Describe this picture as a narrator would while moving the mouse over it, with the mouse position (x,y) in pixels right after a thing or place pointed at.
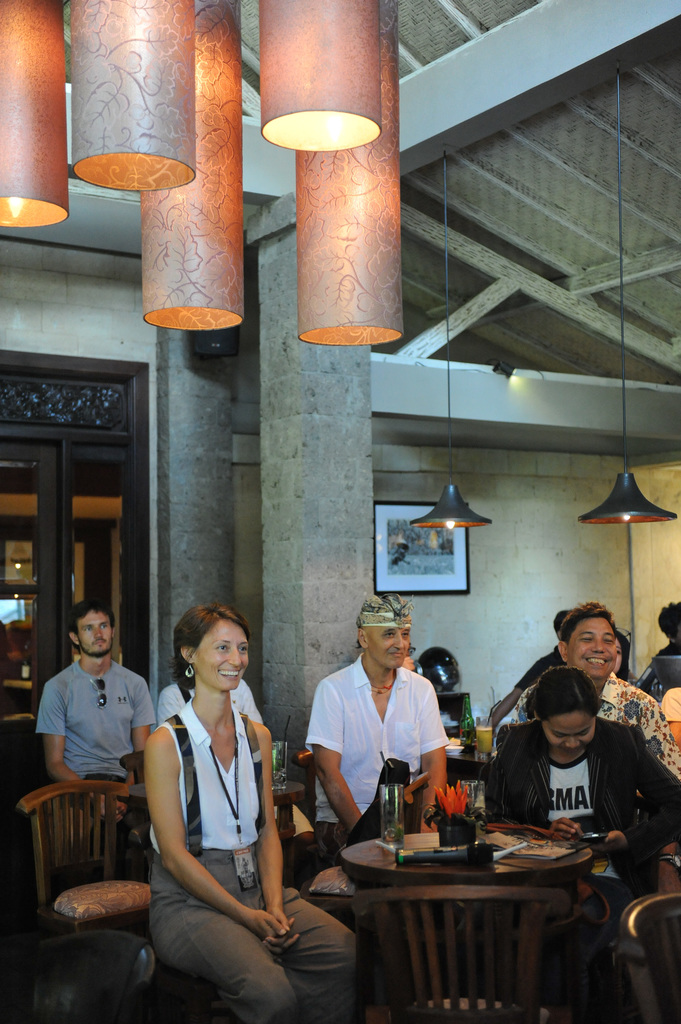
In this image we can see a few people (325,945) who are sitting on a chair (101,968) and they are smiling. This is a table (437,865) where a microphone (486,847) is kept on it. Here we can see a photo frame (416,560) which is fixed to a wall (477,551). This is a roof (405,218) with lighting arrangement (296,42).
